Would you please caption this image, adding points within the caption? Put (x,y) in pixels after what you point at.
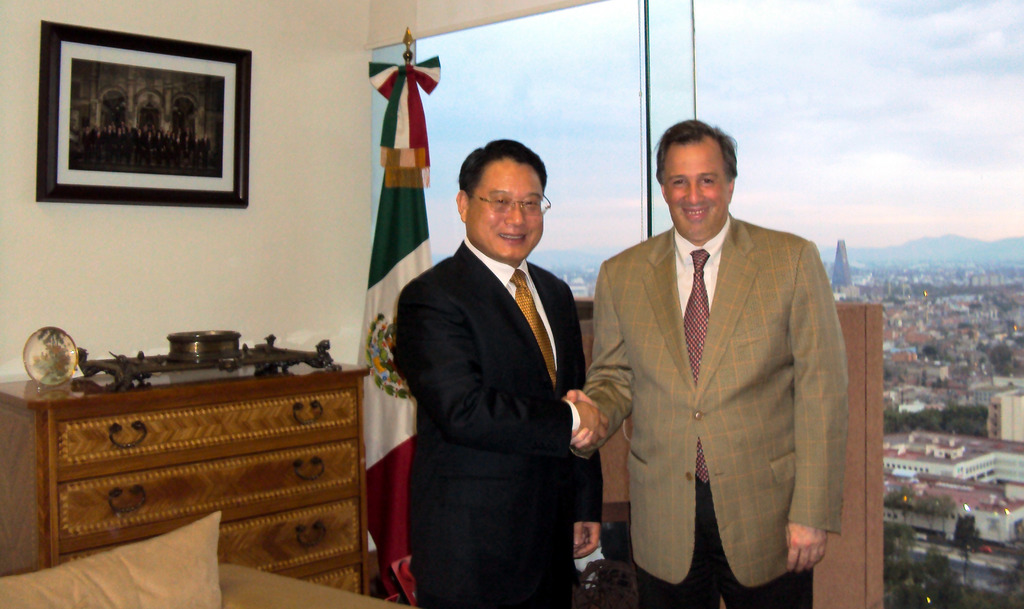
There are two men (640,381) standing here shaking their hands (578,434). Both are wearing a suit (678,376) and tie (692,330). One of the guy (505,214) in the left side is wearing a spectacles (494,206). Both of them are smiling. They are in a room (384,480). Behind them there is a flag (415,265). Beside the flag (400,221) there is a photograph (184,112) to the wall (250,257). There is a desk (175,383) on which some of the accessories (134,366) are placed. In the background (935,370) we can observe a city (945,344) and a sky (842,168) with clouds (852,127).
